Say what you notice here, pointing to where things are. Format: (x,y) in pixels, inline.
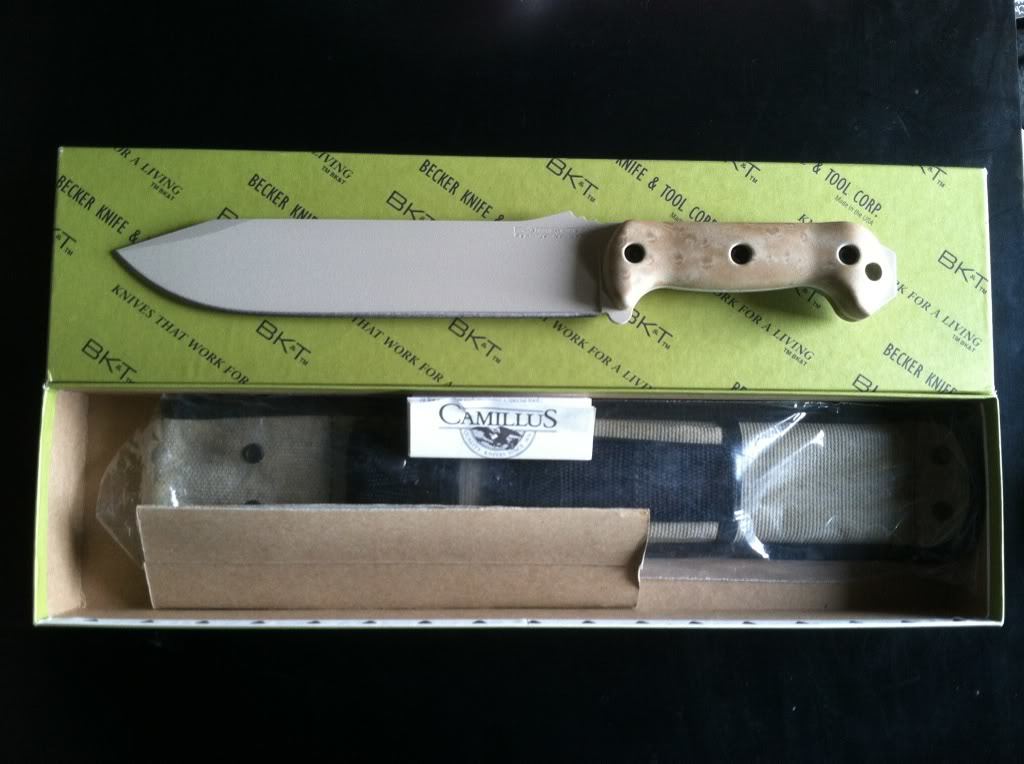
In this image I can see a knife (513,284) and an object (650,469) is in ash and blue color. They are in the box (533,521). Background (446,99) is in black color.
